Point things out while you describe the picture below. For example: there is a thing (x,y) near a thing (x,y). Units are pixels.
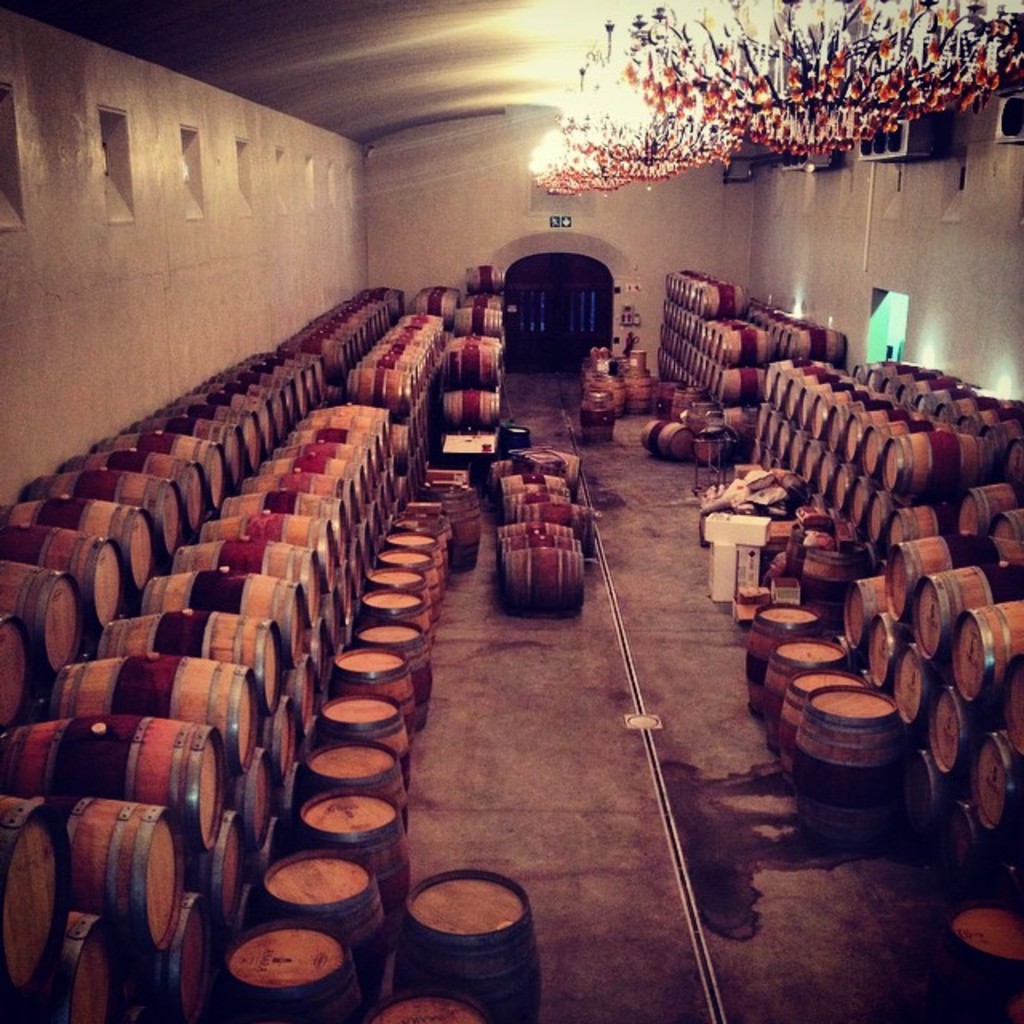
In this picture we can see, on the top right corner (776,129) there is a chandelier (780,67). On the right (980,655) and left there are so many barrels (213,824) on the floor (633,768). On the background (509,315) we can see a door (556,328). On the right (889,322) there is a window (893,336).
